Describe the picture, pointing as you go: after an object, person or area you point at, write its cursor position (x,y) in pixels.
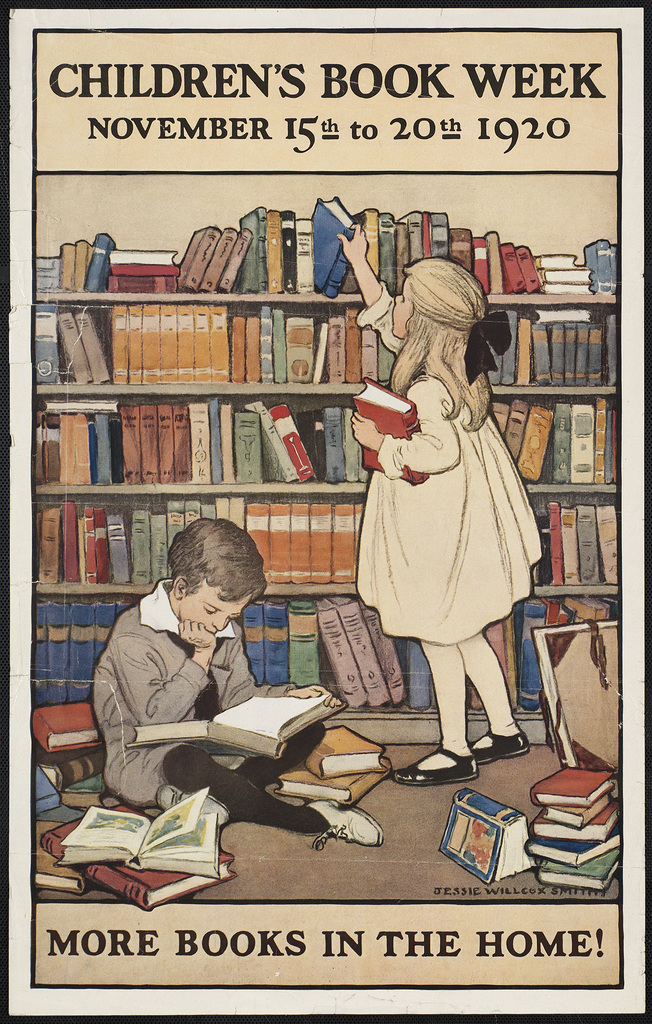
This is a poster (623,27). In this image there is a girl (483,483) standing and holding the books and there is a boy (233,627) sitting and holding the book (247,749). At the back (51,326) there are books (280,266) in the shelf (430,727). At the bottom (97,883) there are books (110,883). At the top (388,122) there is text (244,126). At the bottom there is text (351,937).
